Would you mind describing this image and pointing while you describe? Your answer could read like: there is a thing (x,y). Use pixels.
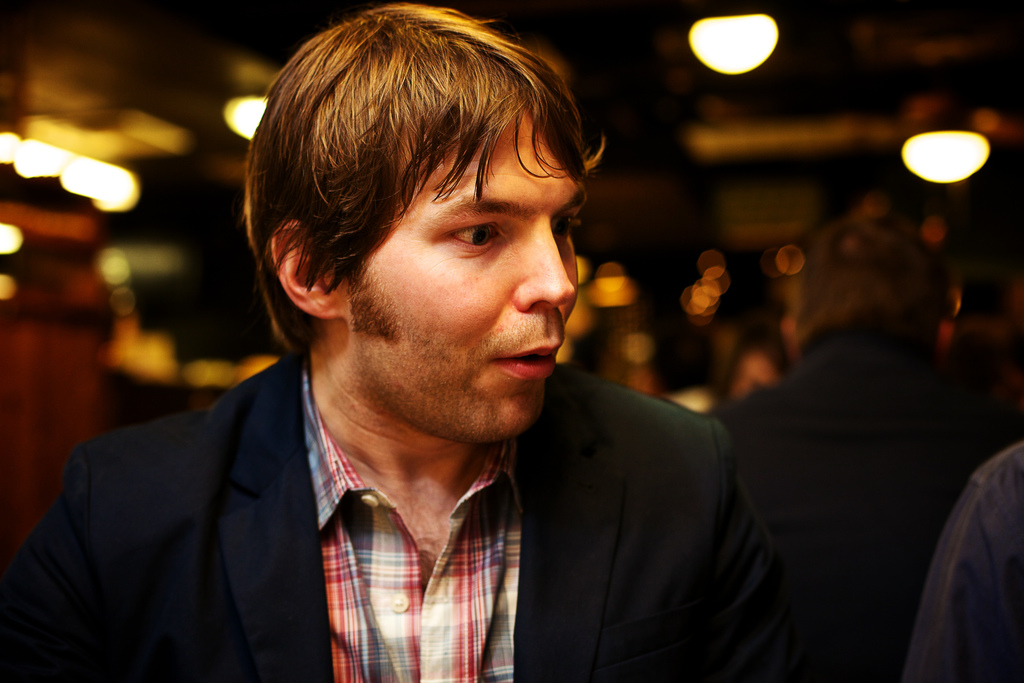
In this image we can see a man (493,456) wearing the suit (601,527). We can also see the other people (862,398). The background (26,176) is blurred and we can also see the lights (929,168).
